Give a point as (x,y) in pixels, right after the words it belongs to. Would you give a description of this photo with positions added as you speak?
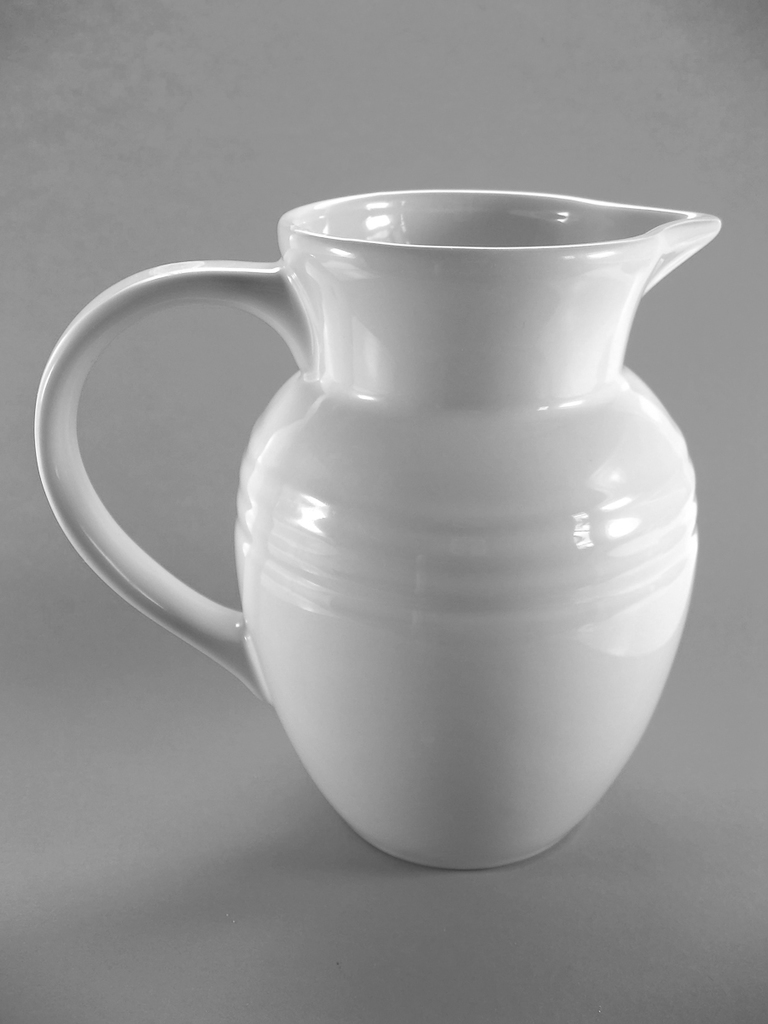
In this picture I can see the white jar (444,531). In the back (572,69) I can see the grey color.
